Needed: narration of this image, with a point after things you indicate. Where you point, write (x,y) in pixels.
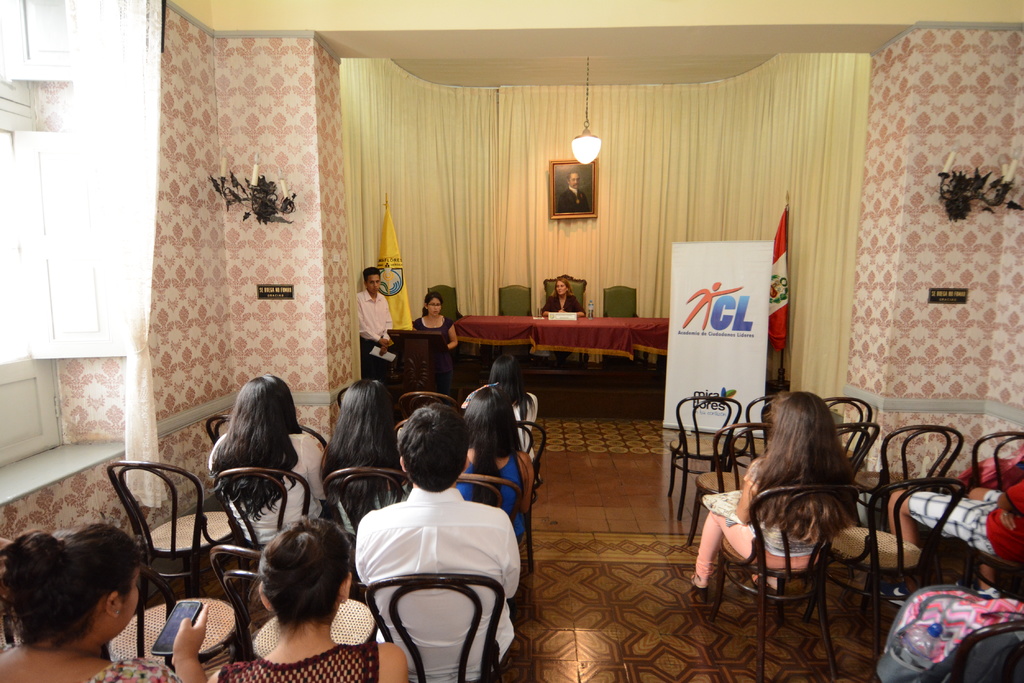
In this picture we can see some persons (69,651) sitting on the chairs (354,625). There is a table (611,325). On the table (638,324) there is a bottle (590,305). This is the curtain (639,177). Here we can see a frame (550,174). And this is the floor (607,553). Even we can see two persons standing on the floor (617,634). This is flag (404,295). And there is a banner (726,376).
